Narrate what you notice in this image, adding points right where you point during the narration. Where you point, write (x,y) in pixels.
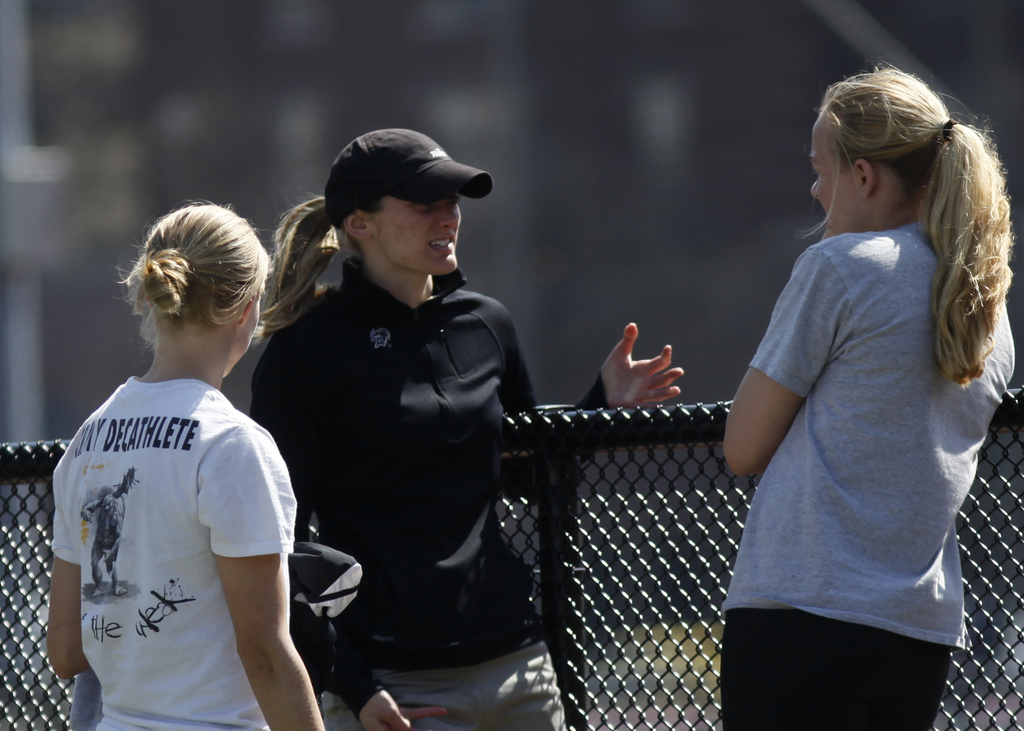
In this image there are three persons (432,426) standing, wire fence (599,488), and there is blur background (38,222).
